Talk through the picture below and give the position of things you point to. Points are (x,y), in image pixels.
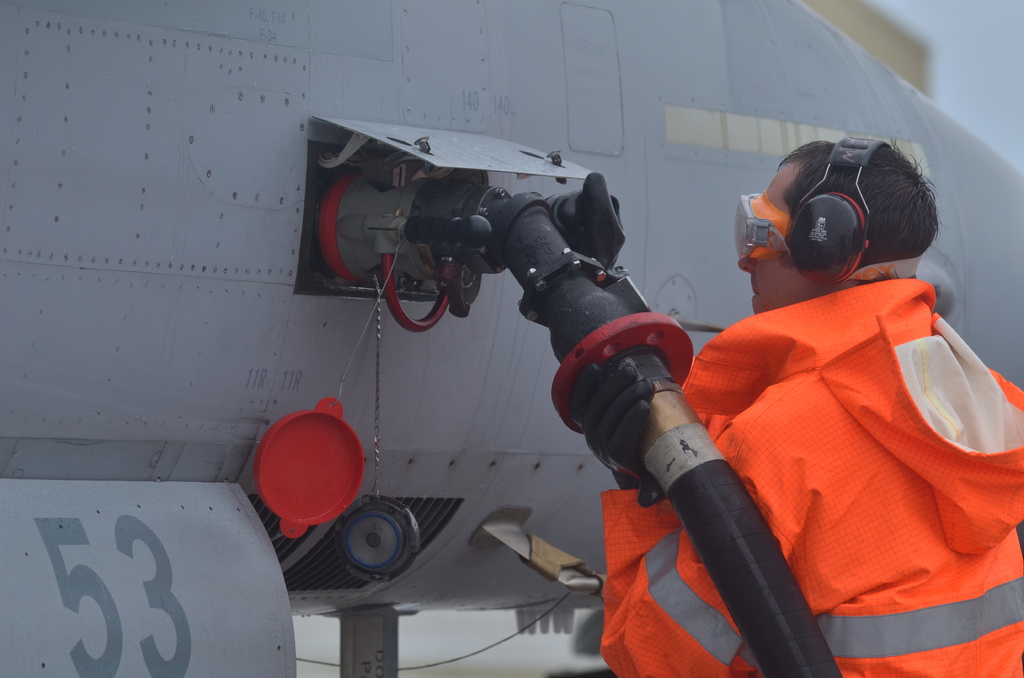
In this image on the right side (767,377) there is one man (825,544) who is standing and he is holding a pipe (715,546) and filling something, and in the center (357,307) there is an airplane (231,491).
